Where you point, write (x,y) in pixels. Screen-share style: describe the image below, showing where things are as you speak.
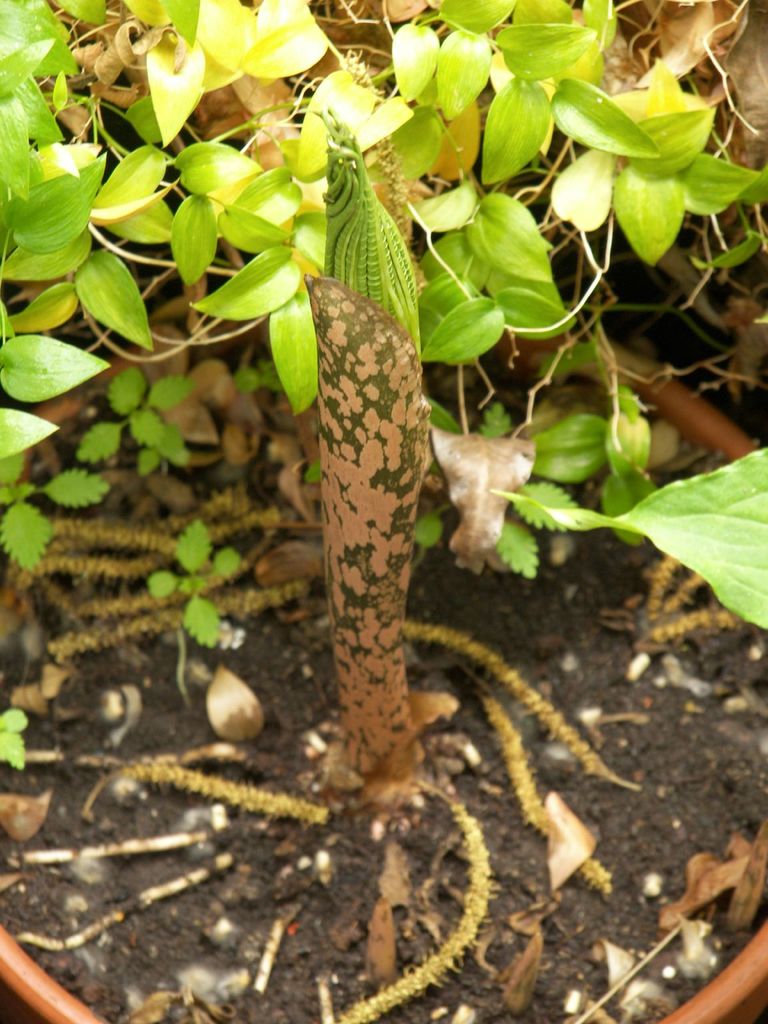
In this image we can see some plants (323,476). We can also see a group of leaves (316,270).
